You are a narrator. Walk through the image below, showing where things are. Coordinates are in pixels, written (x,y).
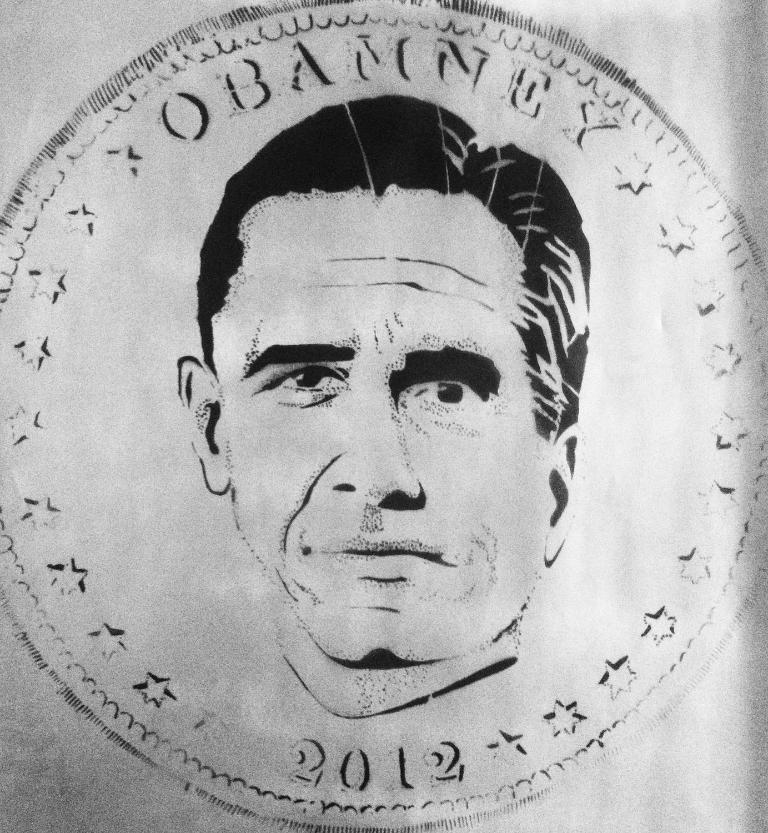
This is a black and white image on which I can see there is a sketch (200,250) of the coin (33,279) with a person's face (277,262).
